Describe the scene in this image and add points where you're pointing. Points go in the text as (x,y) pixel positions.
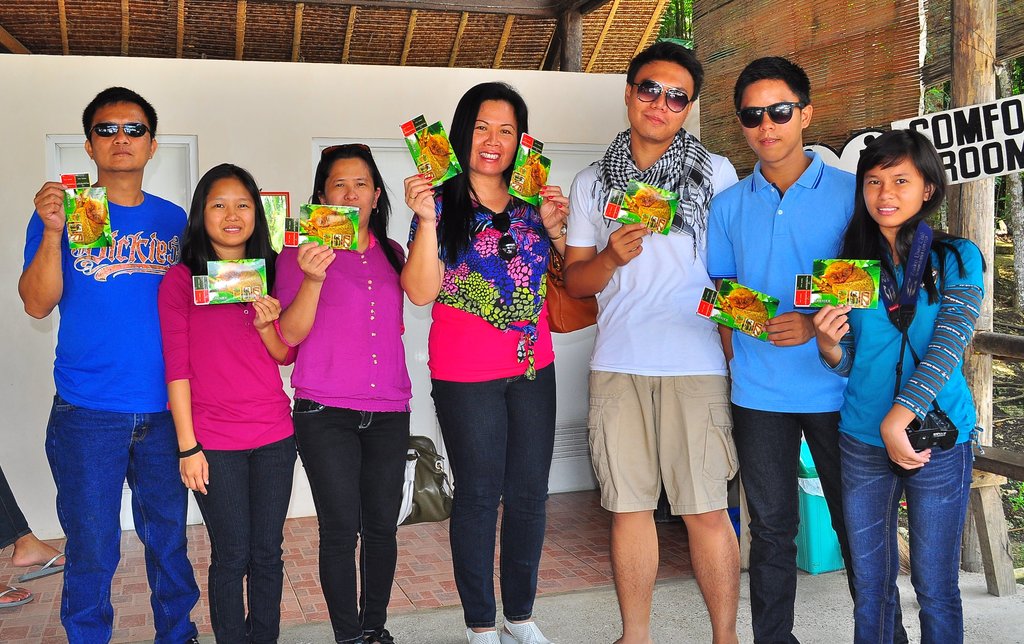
In front of the picture, we see seven people (449,298) are standing. Out of them three are men (614,412) and remaining four are women (934,394). They are smiling. All of them are holding green color cards (240,298) in their hands (770,338). Behind them, we see a white wall (253,114), door (172,156) and windows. On the right side (893,125), we see a white board (950,131) with some text (983,146) written on it. Behind that, we see the stem (971,366) of the tree (968,226) and bench (981,489). Behind them, we see a garbage bin (825,525) in blue color. At the top of the picture (579,59), we see the roof (548,42) of the building (548,42).
